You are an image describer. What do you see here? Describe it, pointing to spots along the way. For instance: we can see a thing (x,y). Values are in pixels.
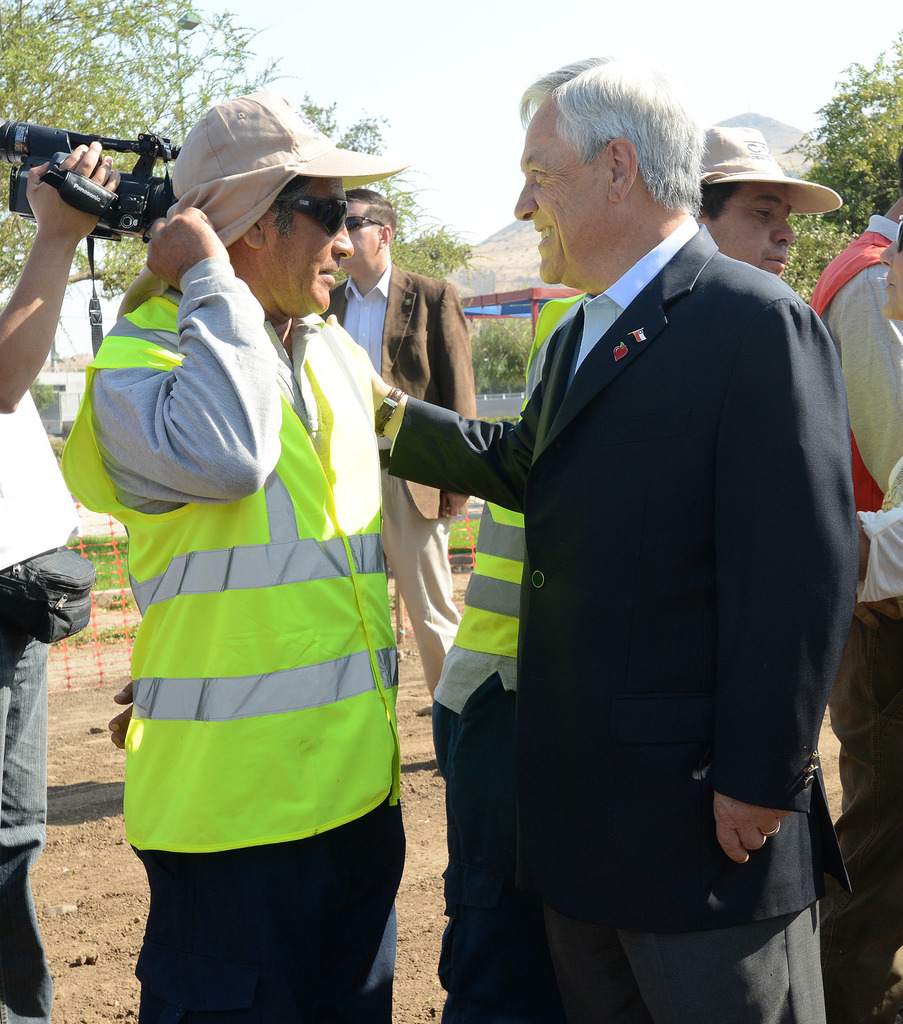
In this image I can see a person (615,453) wearing white shirt (613,295) and black blazer (620,459) is standing and another person (296,501) wearing grey shirt (221,441), green jacket (222,511) and hat (261,151) is standing and to the left side of the image (55,491) I can see a person (65,501) standing and holding a black colored camera (102,189) and in the background (382,354) I can see few other persons (738,233) standing, a tent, few trees (806,178) and the sky (466,16).
